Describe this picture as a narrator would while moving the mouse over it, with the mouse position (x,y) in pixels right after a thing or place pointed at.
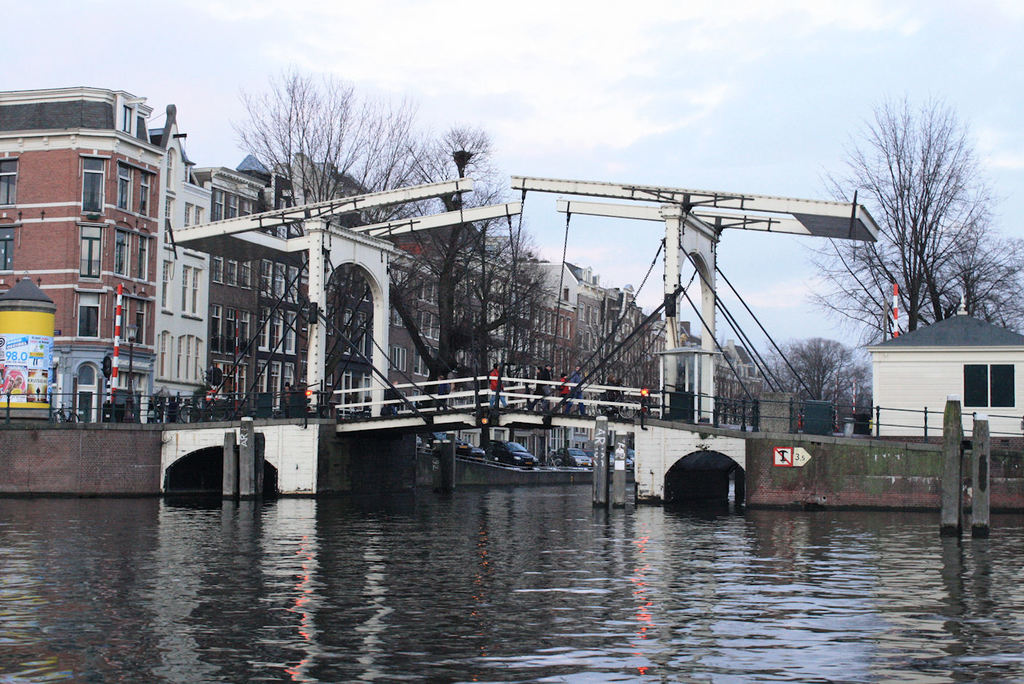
In this image there is a river (555,604), above the river (724,601) there is a bridge (342,401) and a few people (493,398) are walking on it. In the background (496,332) there are buildings (86,326) and trees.
